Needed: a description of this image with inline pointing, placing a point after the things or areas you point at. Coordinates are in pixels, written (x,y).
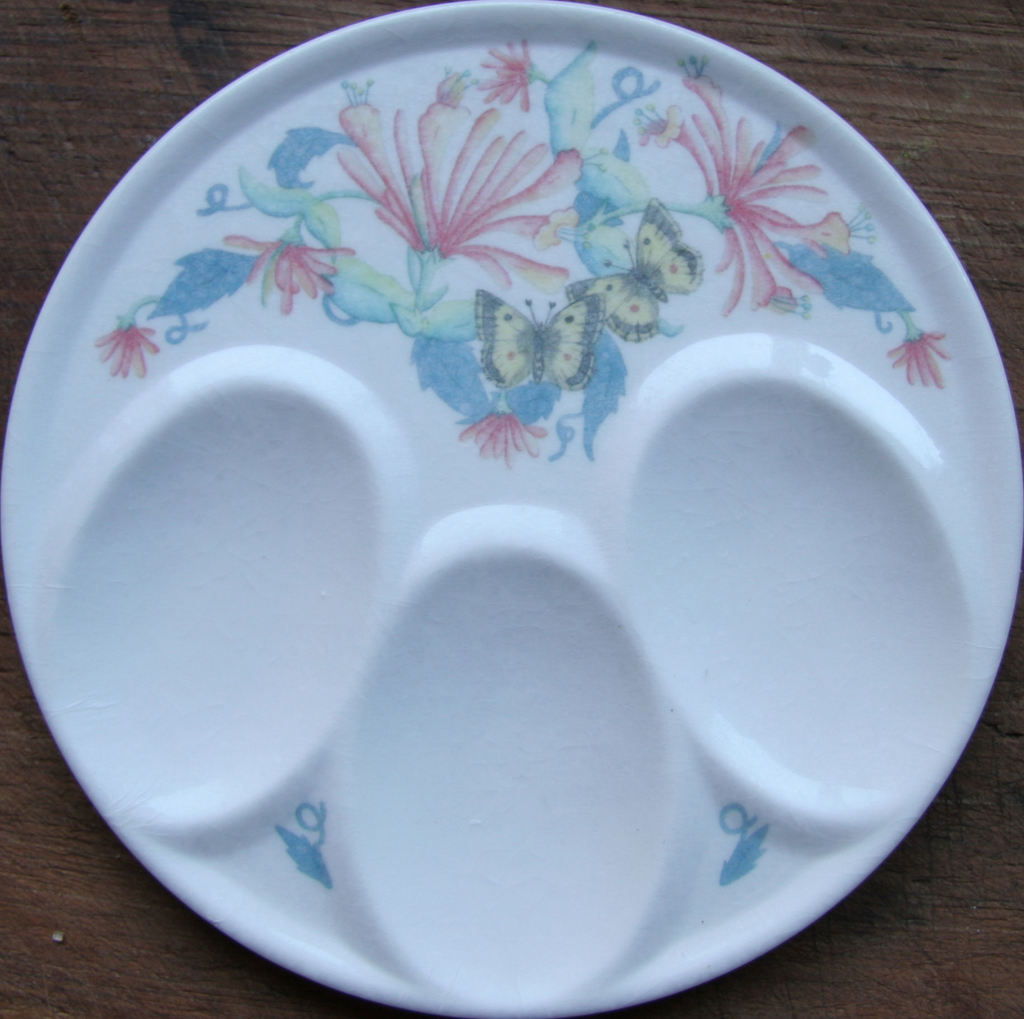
In this picture we can see a plate (303,146) on a wooden surface (934,69). There is some art (589,221) visible on this plate (502,280).
